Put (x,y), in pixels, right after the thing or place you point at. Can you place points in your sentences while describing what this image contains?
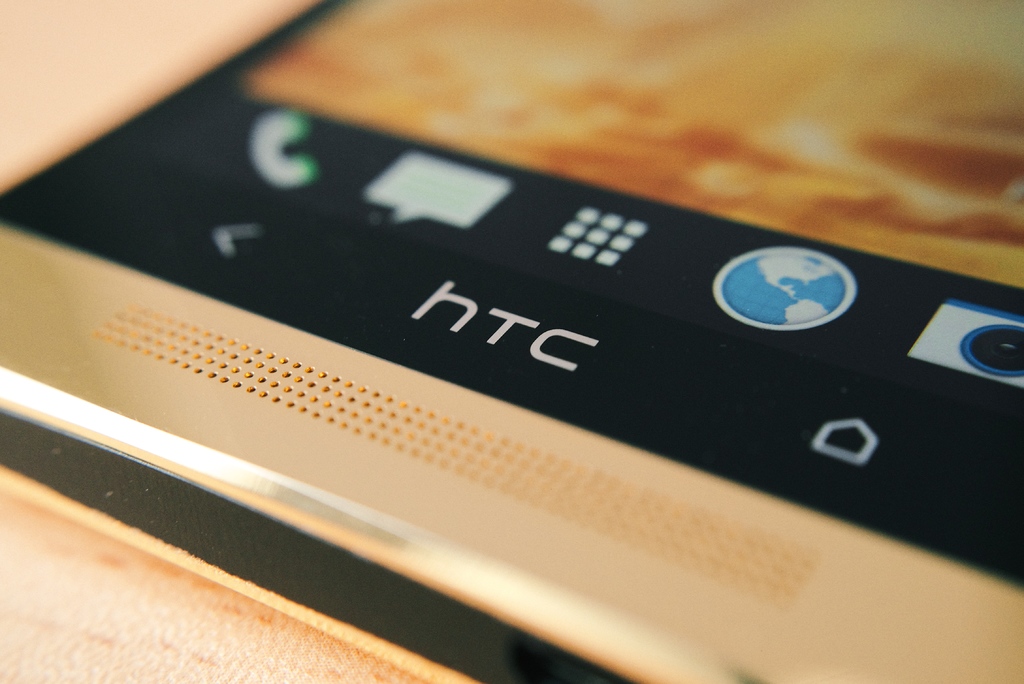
In this image I can see the mobile (268,366) and I can see some icons (455,206) in the mobile (487,217). It is on the cream color surface (118,652). And there is a blurred background (71,26).
